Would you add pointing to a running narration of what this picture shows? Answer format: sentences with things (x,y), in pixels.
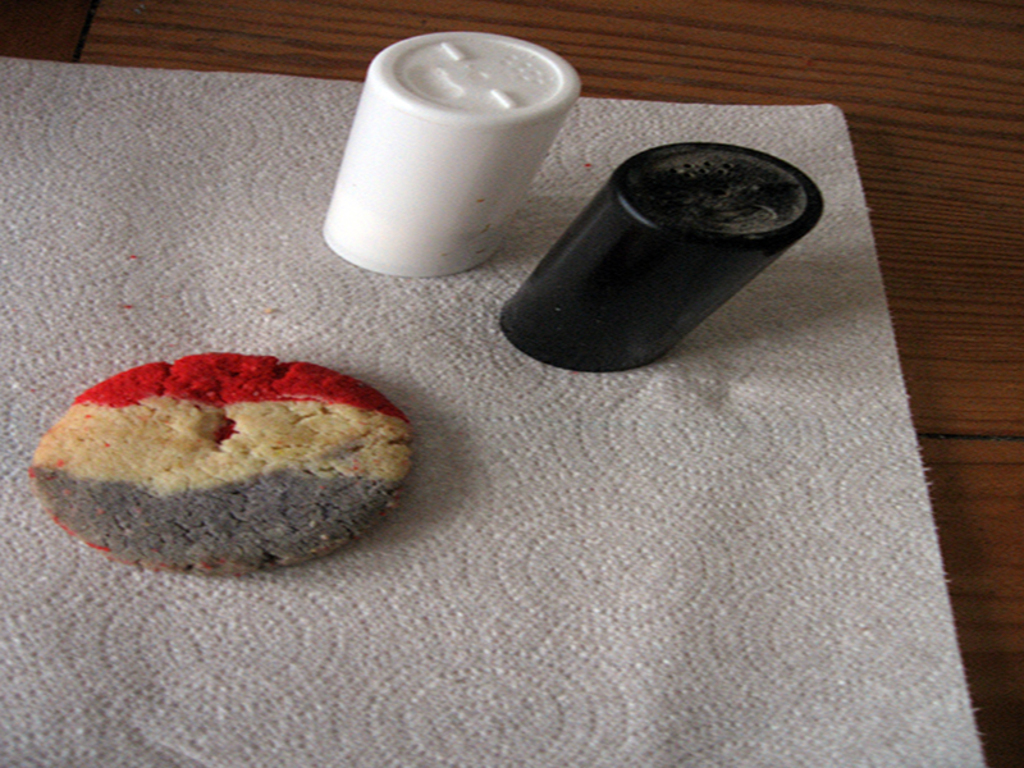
In this picture we can see a table (983,23). On the table (958,520) we can see a paper towel (466,630). On paper towel (84,742) we can see a cookie (263,469) and salt and pepper shakers (529,181).
